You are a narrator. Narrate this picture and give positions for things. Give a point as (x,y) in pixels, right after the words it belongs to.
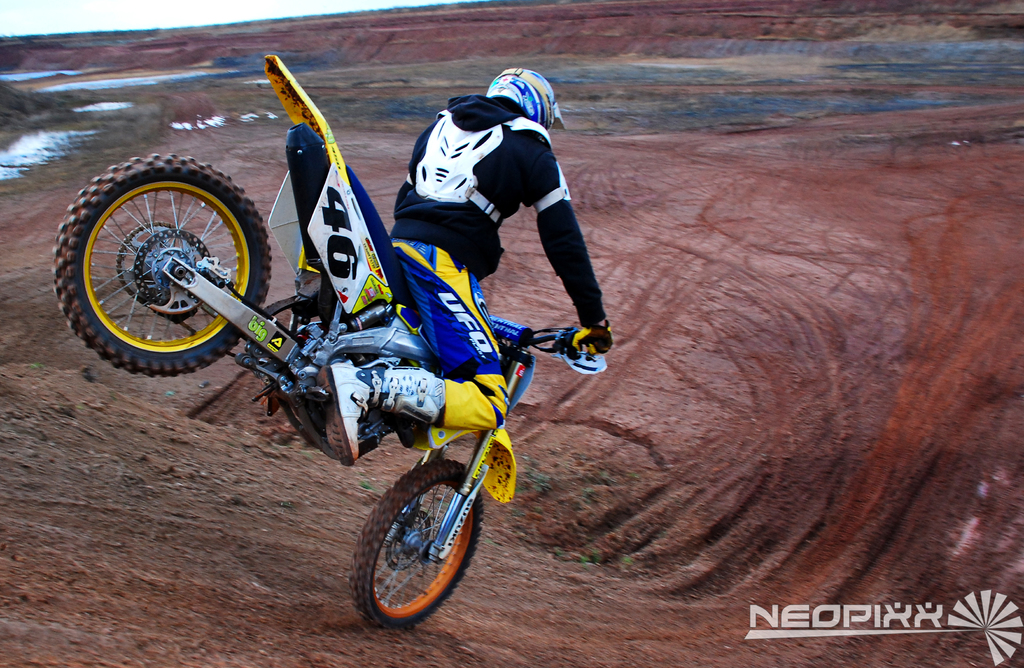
Here in this picture we can see a person (421,229) riding a motor bike (339,240) over a place (535,492) and we can see he is wearing jacket (472,215), gloves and helmet (512,80) on him and we can see water (32,161) present on the ground (79,152) at some places over there.
